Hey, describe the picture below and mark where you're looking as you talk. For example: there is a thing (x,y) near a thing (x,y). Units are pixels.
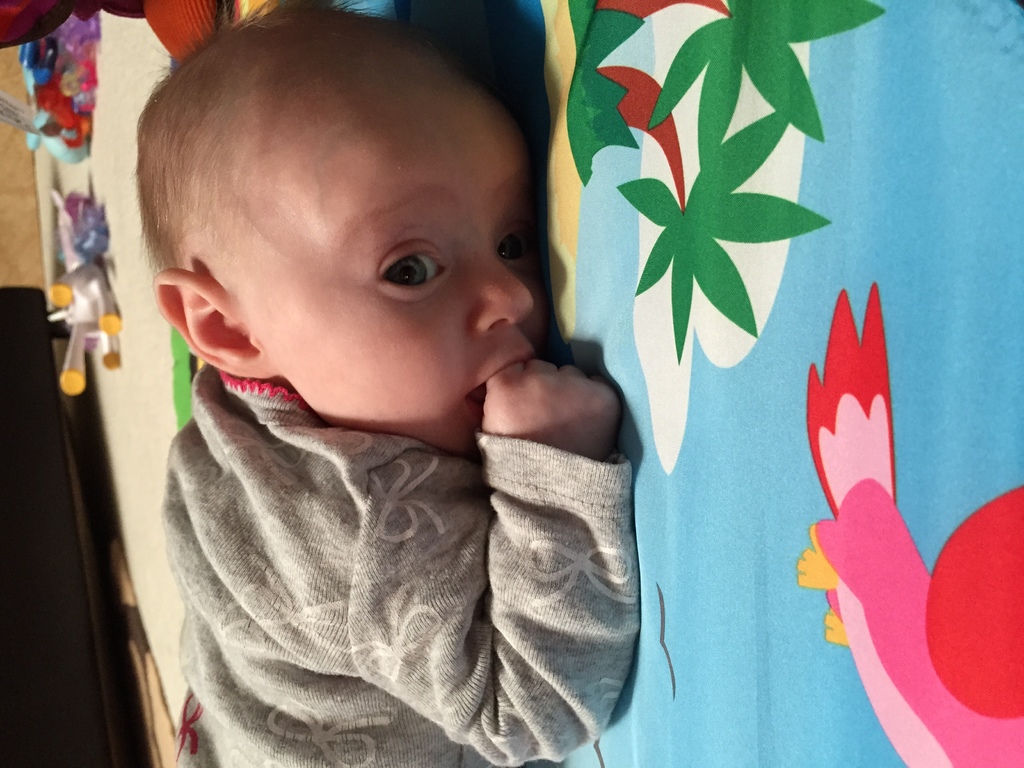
In this image I can see a baby (324,561) is laying on the bed (662,502). On the bed sheet (792,313) I can see some cartoon images (758,188). On the left side (77,150) there are some toys (89,80).
